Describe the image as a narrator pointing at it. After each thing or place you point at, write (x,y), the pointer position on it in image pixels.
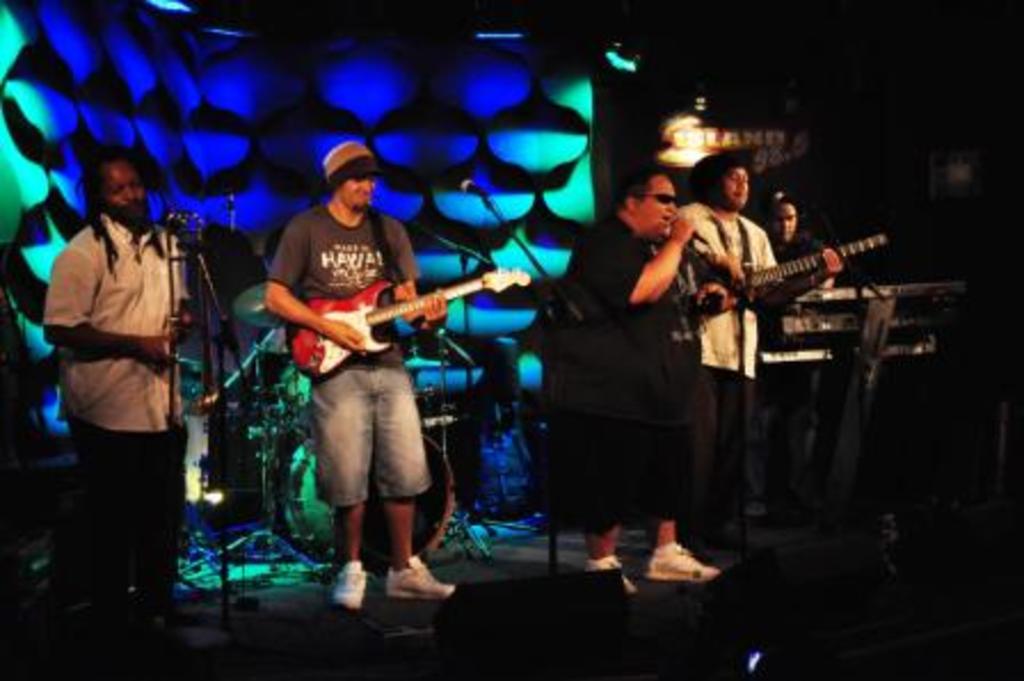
In this image there are group of persons (613,392) who are playing musical instruments (752,282) on the stage (116,657).
